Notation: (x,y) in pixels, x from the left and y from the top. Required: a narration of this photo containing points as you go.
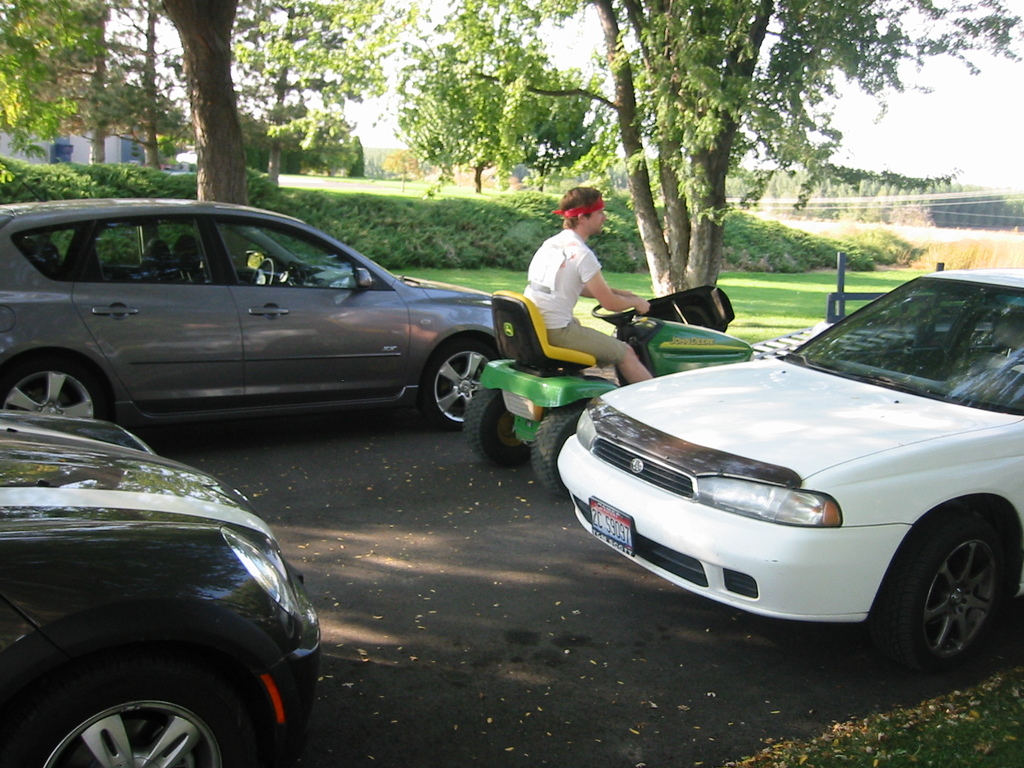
There are cars (459,322) and a man (547,328) in a vehicle (530,336) in the foreground area of the image (462,340), there is greenery (467,189), it seems like house structures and the sky (828,138) in the background (889,145).
